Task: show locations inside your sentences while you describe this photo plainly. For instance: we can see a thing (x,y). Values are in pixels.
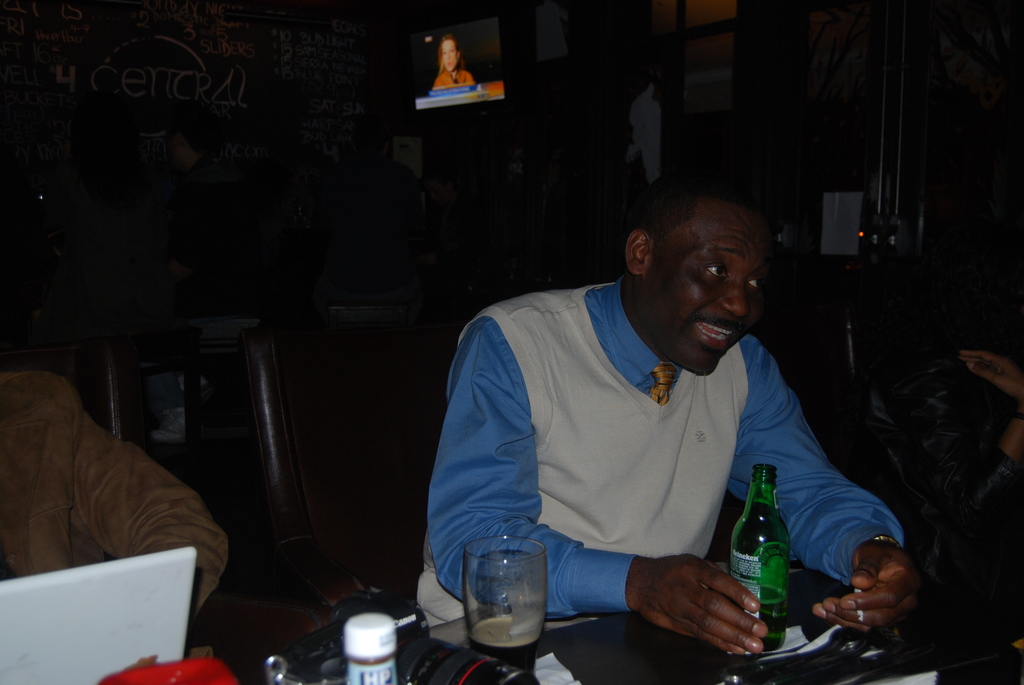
In this picture we can see two people (100,475) sitting on chairs (424,482) in front of a table (646,646), table (665,643) consists of one bottle of alcohol (756,584) and there is a glass of drink (490,615), we can also see a digital camera (421,659) in front of the glass (477,627), in the background (455,57) we can see a television (470,62).
